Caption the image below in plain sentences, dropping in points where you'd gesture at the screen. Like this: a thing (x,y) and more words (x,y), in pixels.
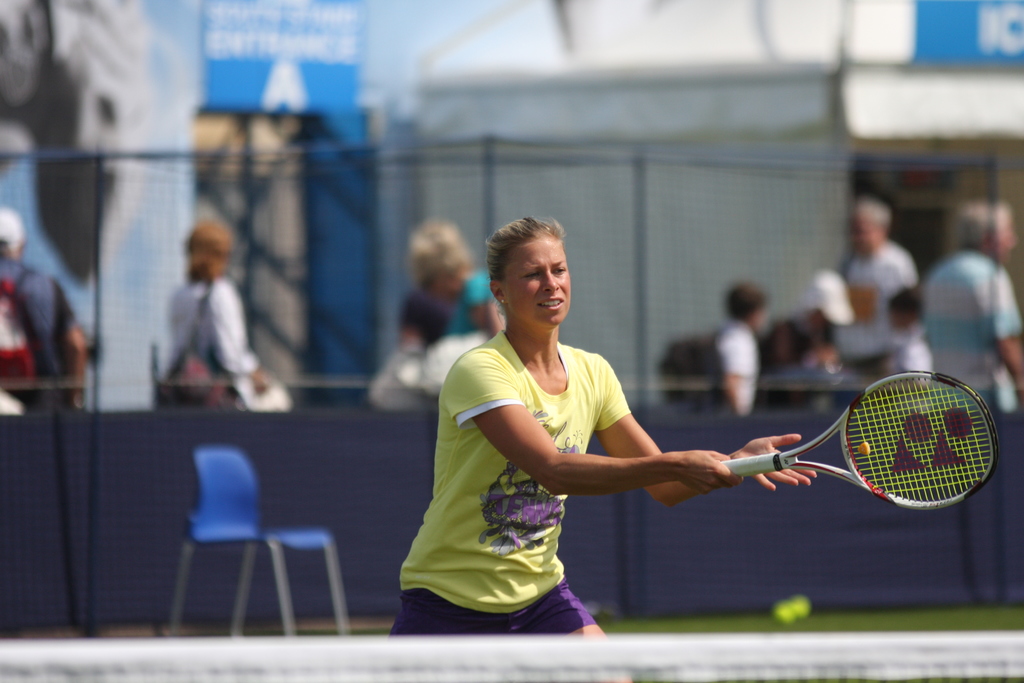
In this image woman (575,414) is playing the tennis behind the woman (552,355) there are so many people (426,249) are standing behind the fencing (394,305) and the background (495,17) very cloudy.
